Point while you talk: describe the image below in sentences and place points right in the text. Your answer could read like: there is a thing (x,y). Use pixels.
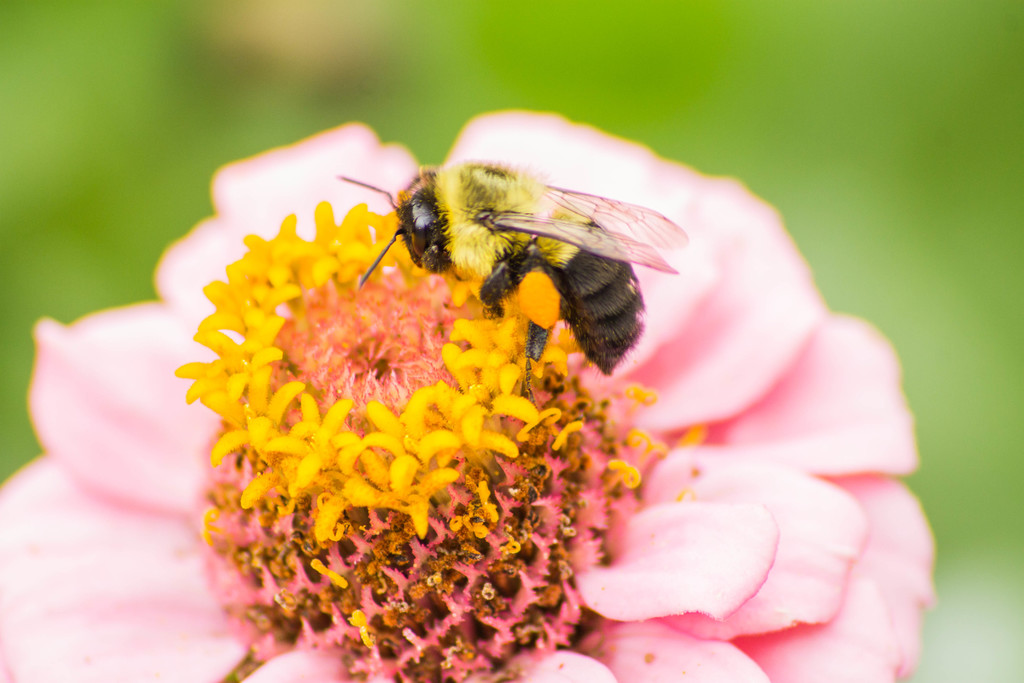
In this picture we can observe a bumblebee (456,256) which is in yellow and black color on the flower bud (315,377). The flower bud (319,420) is in yellow color. We can observe pink color flower (277,503). The background (145,105) is in green color.
